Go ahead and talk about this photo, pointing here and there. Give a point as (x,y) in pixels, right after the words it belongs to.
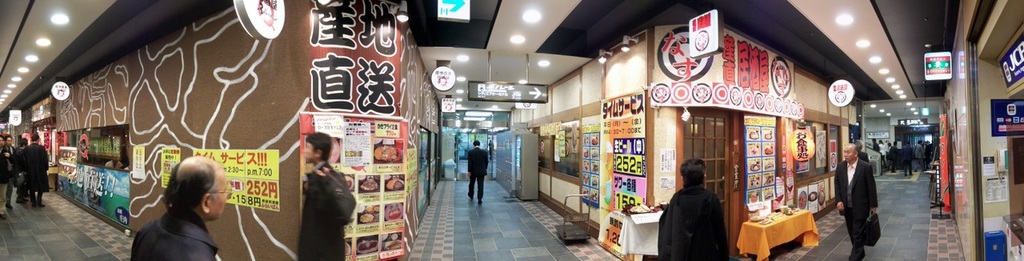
This a panorama image, it seems to be taken in a mall (947,43), there are stores (729,153) in the front (719,143) with walking paths (513,228) on either side and in middle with people (863,224) walking on it with lights (843,15) over the ceiling (889,84).
